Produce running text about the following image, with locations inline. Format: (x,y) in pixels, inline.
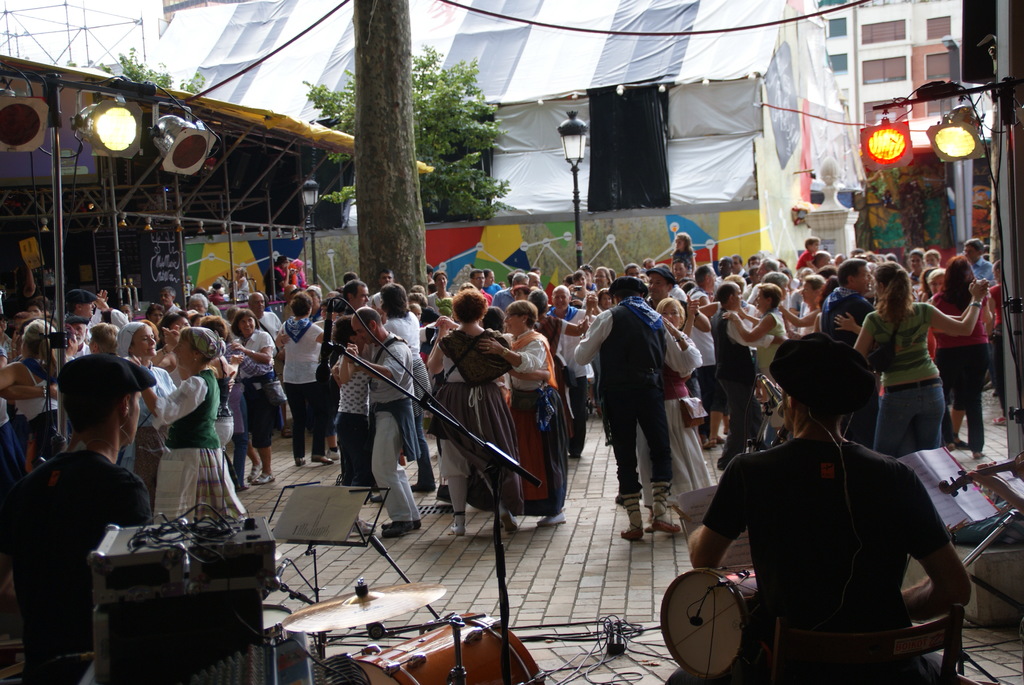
in this image there are many people (578,305) dancing. On the right (825,497) there is a man (844,541) he is holding a drum (720,618). On the left (85,460) there is a man (39,521), light (114,150), tree (434,82) and tent (258,88). In the background (878,77) there is a building (893,67) and street light (571,163).
